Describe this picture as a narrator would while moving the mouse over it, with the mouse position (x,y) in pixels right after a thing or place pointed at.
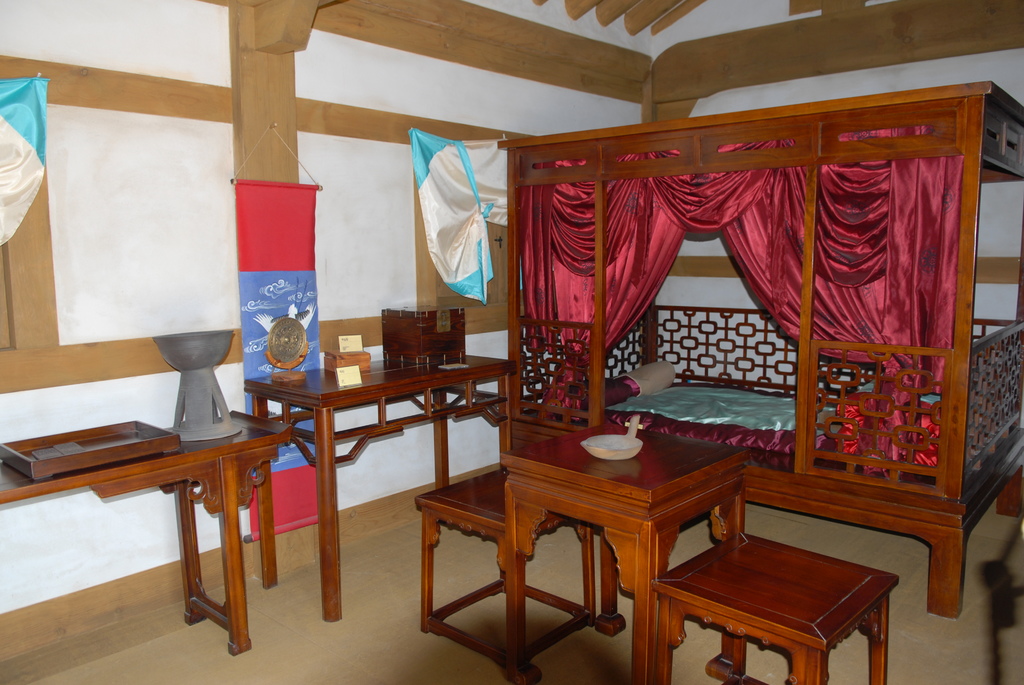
In this picture we can see tables (192,567), stools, cot (778,158) with a bed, shield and some objects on the floor (352,658) and in the background (987,6) we can see a wall (157,531), curtains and chest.
